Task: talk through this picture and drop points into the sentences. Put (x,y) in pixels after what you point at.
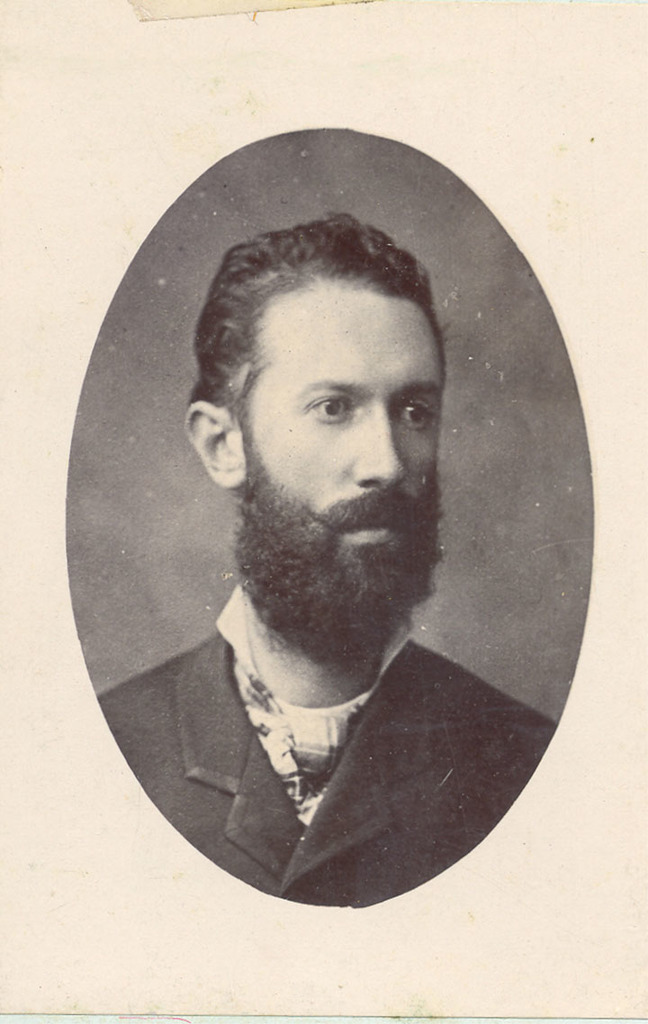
This is a black and white image of a man (231,744) wearing black coat (254,753).
